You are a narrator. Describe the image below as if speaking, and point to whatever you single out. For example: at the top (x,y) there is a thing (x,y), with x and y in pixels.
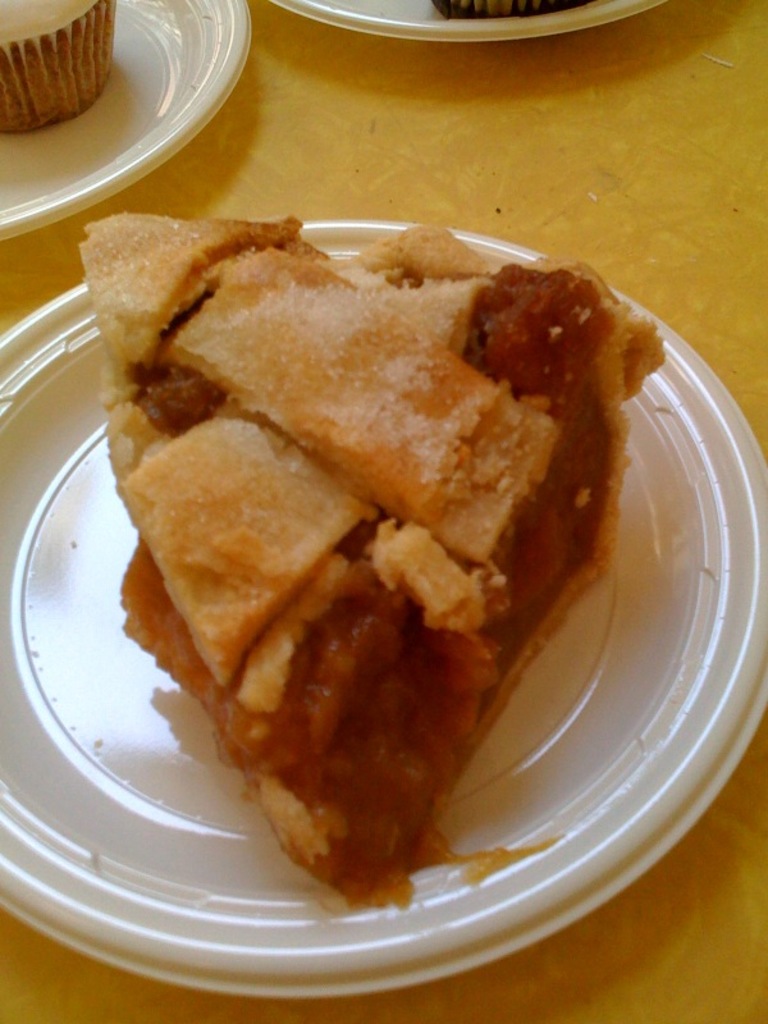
This image is taken indoors. At the bottom of the image (530,989) there is a table (99,999) with a few plates (137,56) of food (152,379) on it.
